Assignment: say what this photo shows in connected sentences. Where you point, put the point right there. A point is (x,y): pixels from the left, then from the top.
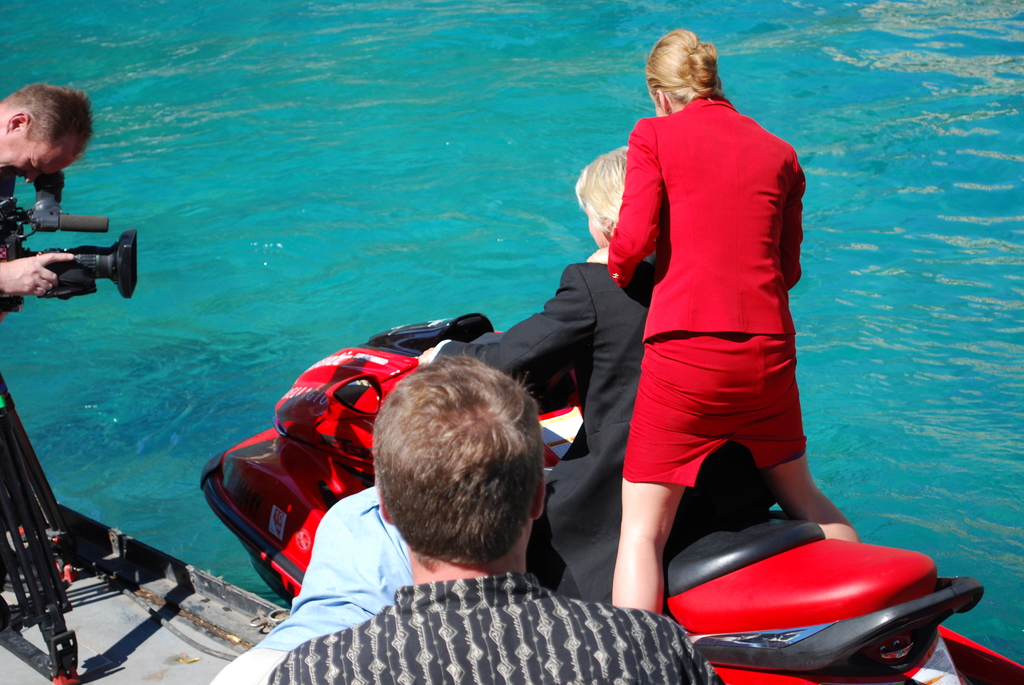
There are people (503,513) in the foreground area of the image (423,471), there is a person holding a camera (89,269), there are two people (434,359) on the boat bike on the water (536,292) in the background (621,346).
